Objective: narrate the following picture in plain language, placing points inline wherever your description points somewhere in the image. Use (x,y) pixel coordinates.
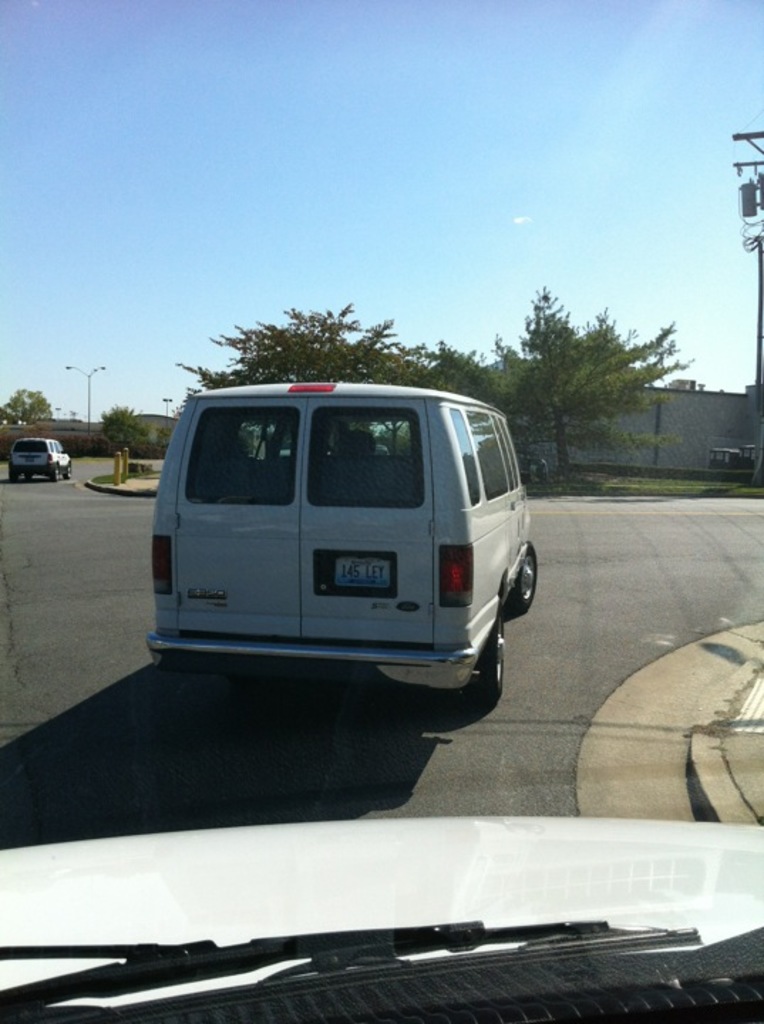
In this picture we can see the view from the car windshield glass (317,831). Behind there is a white color van (182,567) on the road (475,749). In the background (245,370) there are some trees (585,359) and white color boundary wall (680,455).
